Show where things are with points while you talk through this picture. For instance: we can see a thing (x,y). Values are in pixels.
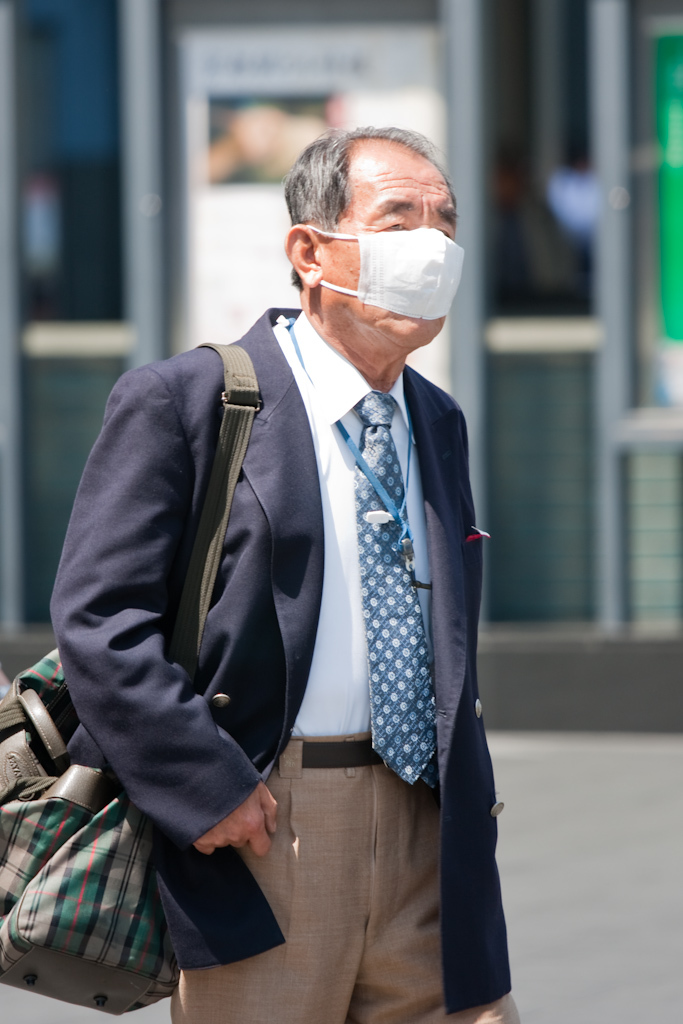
In this image I see a man (281,432) who is wearing a suit (220,569) and I see that he is carrying a bag (9,889) and I see that he is wearing a mask (383,287) and I see that it is totally blurred in the background (601,607).
